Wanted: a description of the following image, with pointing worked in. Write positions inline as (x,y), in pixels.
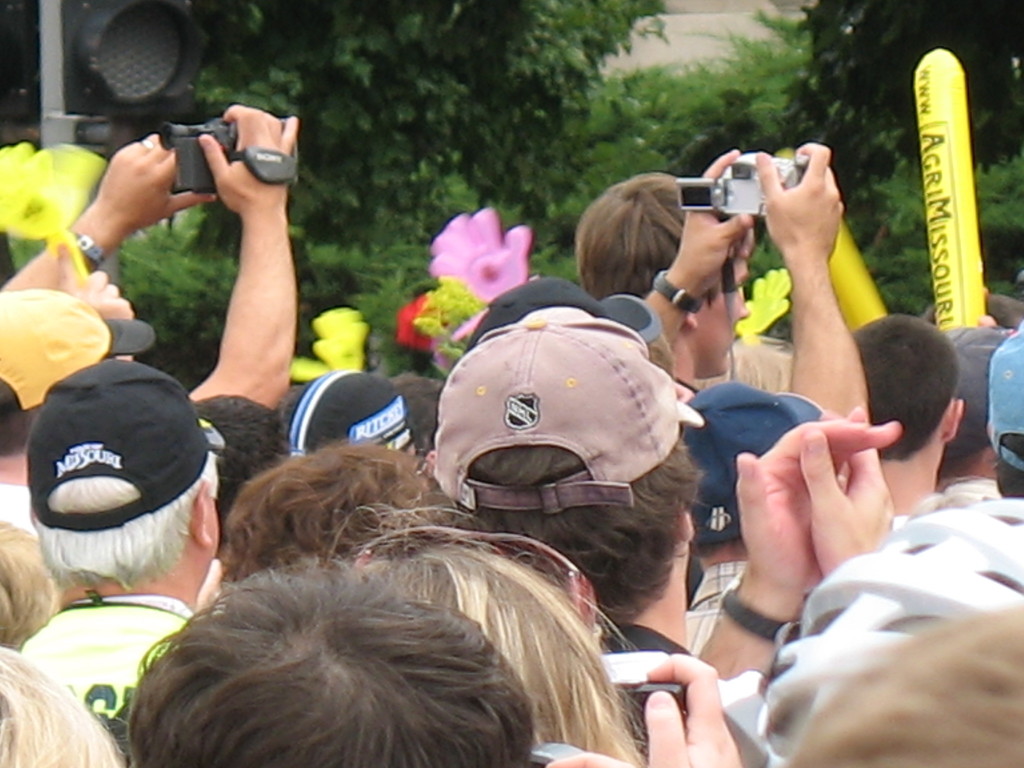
In this image we can see a group of persons (701,454) are standing, and holding a camera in the hands (284,131), there is the traffic signal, there are the trees (773,137).
